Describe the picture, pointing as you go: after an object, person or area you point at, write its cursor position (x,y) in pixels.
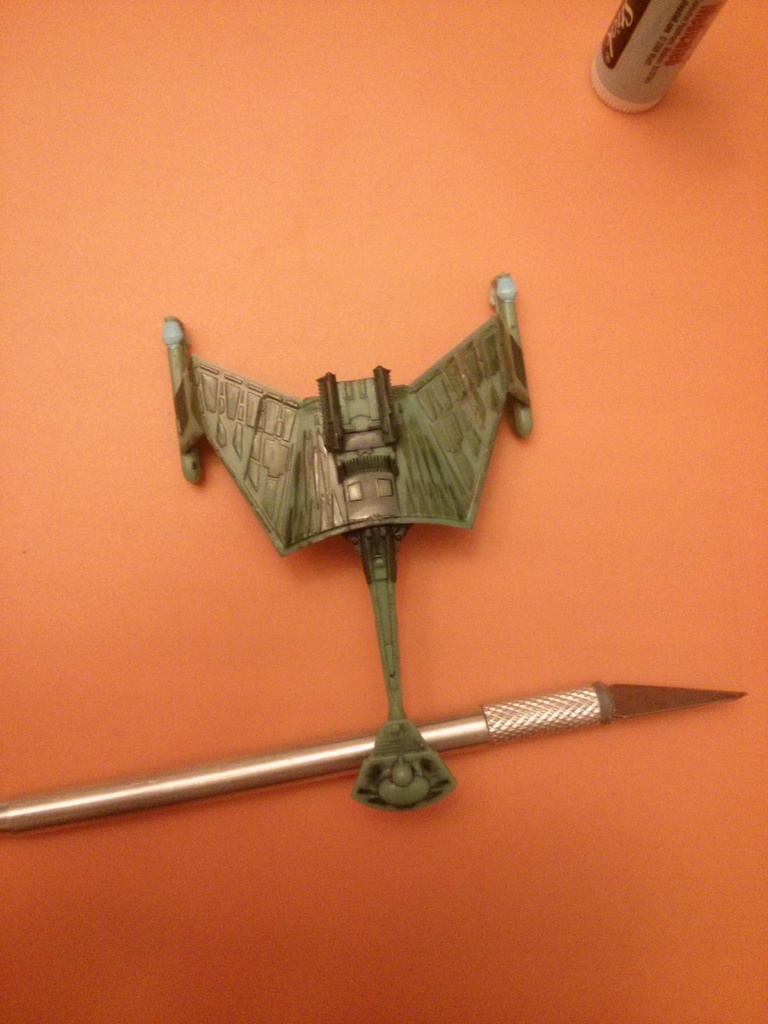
In this picture there is a tool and there is a model spaceship (353,477) on the table (360,251).
